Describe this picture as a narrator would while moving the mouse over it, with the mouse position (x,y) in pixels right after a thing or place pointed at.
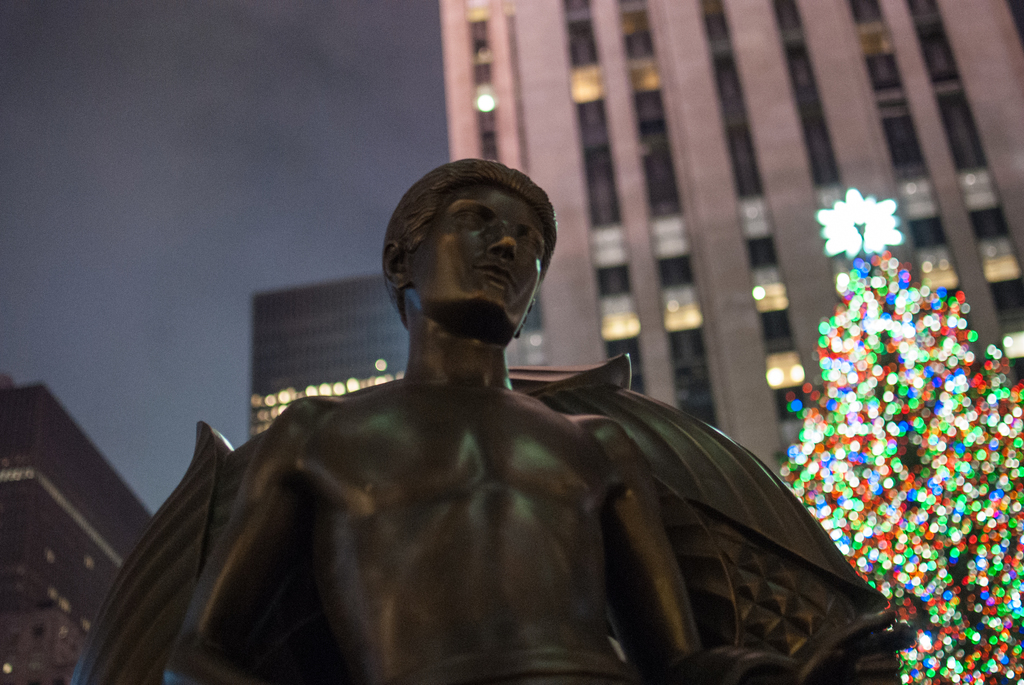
In this image we can see a statue (531,430). On the backside (789,460) we can see a tree (902,444) with some decorative lights (922,549), some buildings (709,335) and the sky (135,158).
